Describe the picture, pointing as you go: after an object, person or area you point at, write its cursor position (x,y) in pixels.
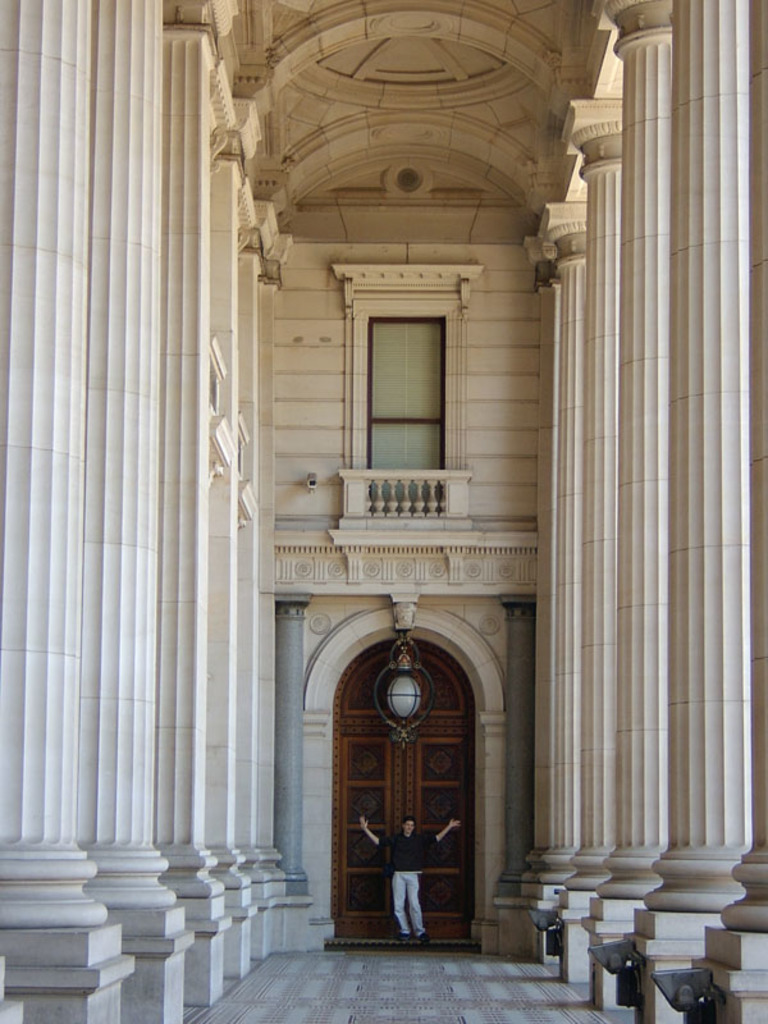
In this picture we can see a person (400,889) standing. There are pillars (202,723), balusters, doors (373,893), light (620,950) and other objects (324,572).
